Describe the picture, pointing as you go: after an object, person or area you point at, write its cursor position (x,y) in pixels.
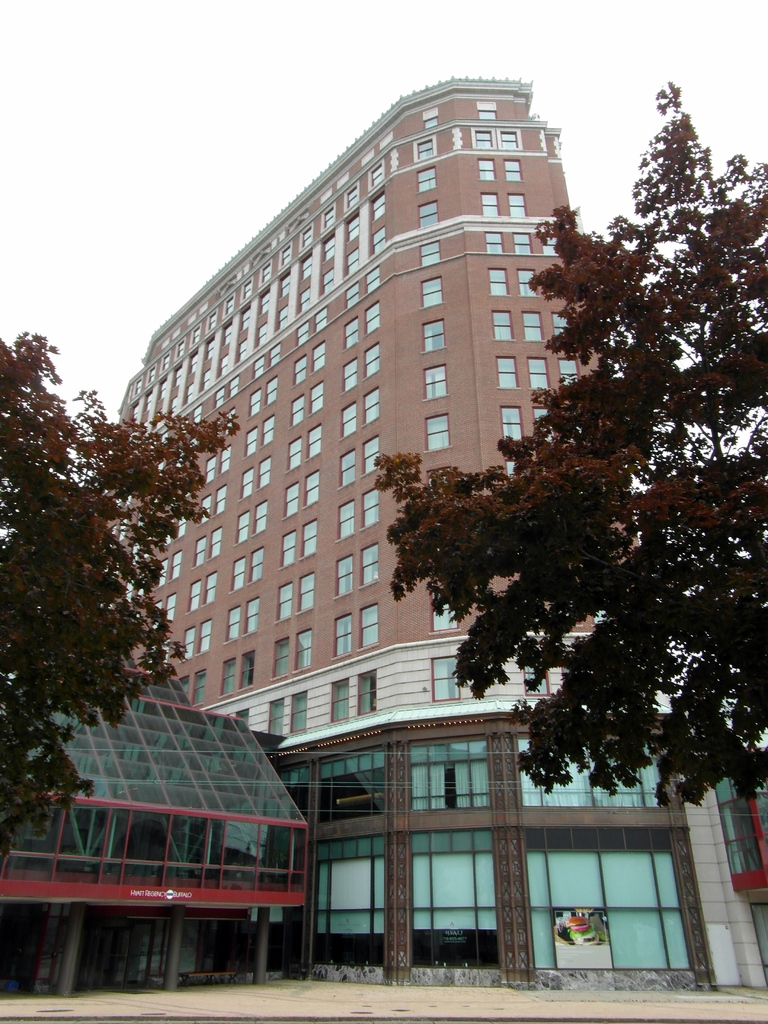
This is an outside view. At the bottom (272,1002), I can see the ground (192,1000). In the middle of the image (296,563) there are few buildings (325,701). On the right (681,381) and left side of the image (115,616) I can see the trees (68,520). At the top of the image (148,99) I can see the sky (161,172).
